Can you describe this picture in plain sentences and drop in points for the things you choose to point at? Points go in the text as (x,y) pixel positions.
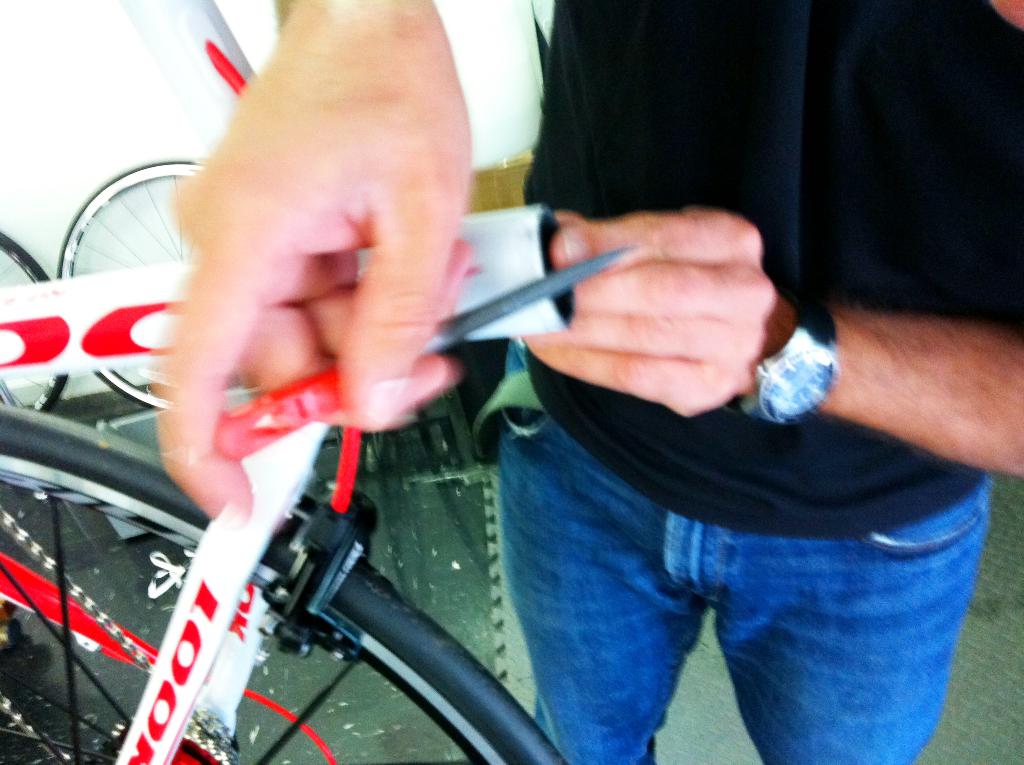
In this image we can see a person (661,521) standing on the floor (417,554) holding a tool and a metal rod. On the backside (134,153) we can see some tires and a wall (143,143).
